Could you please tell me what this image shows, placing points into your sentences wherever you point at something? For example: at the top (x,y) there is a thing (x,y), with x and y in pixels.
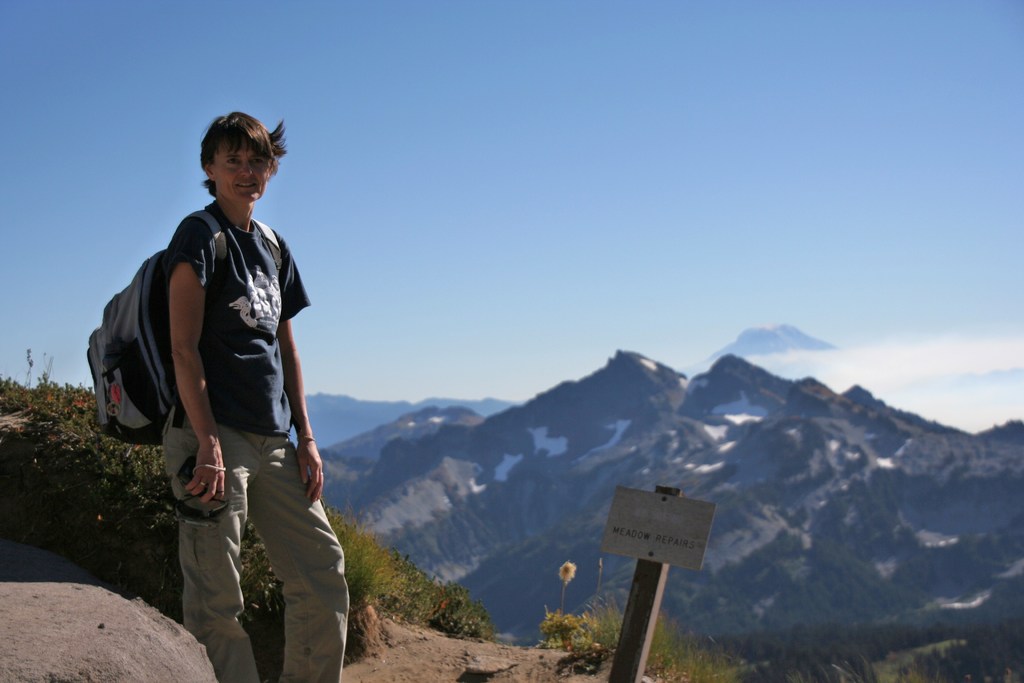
In this image I can see a person (251,291) standing and wearing the bag (137,404). In the back ground (627,486) there are mountains (645,441) and the sky (595,165) and there is also a board (619,524).
